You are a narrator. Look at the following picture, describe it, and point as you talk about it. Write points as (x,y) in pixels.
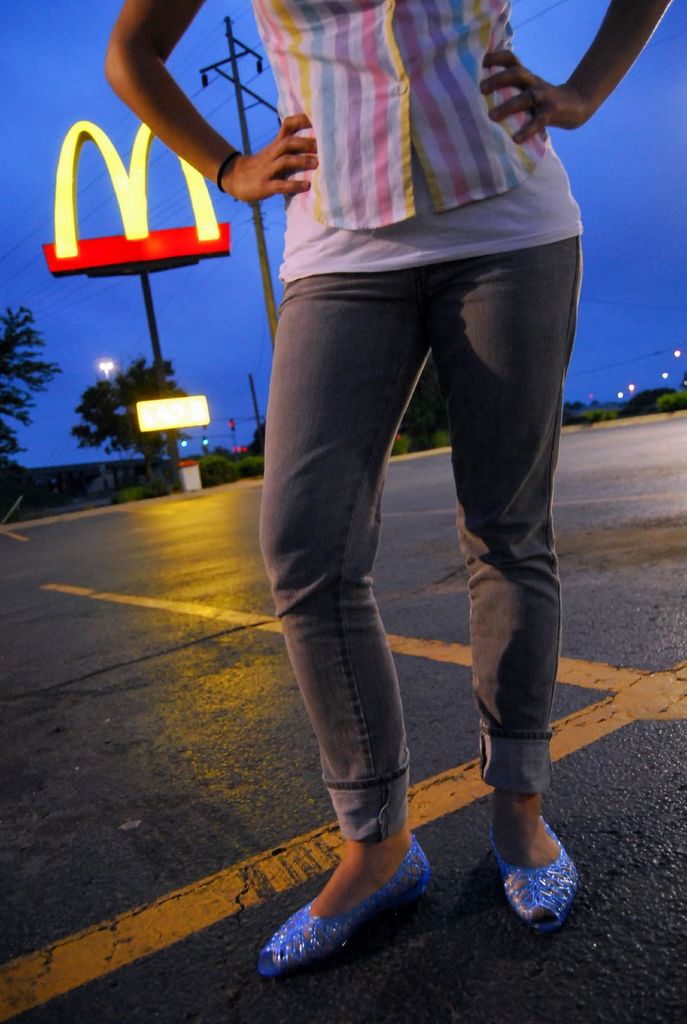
In this image we can see a person (268,159) wearing shirt (424,233), pant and shoes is standing on the road (101,832). In the background (25,262), we can see the board (183,249), trash can (193,462), plants (210,469), trees (1,429), current pole (203,71), wires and the blue sky (595,240).
